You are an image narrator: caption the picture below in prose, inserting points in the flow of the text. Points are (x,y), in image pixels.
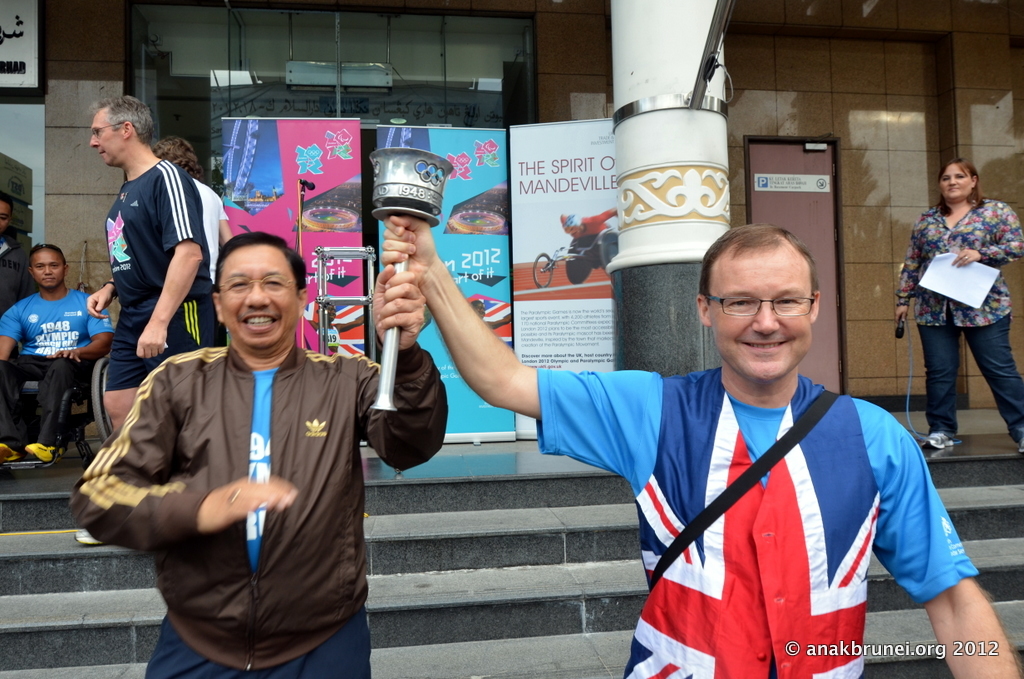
In this image there are two people (283,457) standing. They are holding a torch (398,202) in their hands (406,326). There are banners (556,286) on the floor (437,475). A person (54,347) is sitting on a wheelchair (74,383). Few people (176,342) are on the floor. Right side (981,247) there is a woman (903,307) holding a mike (903,331) with one hand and a paper (972,265) with the other hand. She is standing. Background (96,54) there is a wall (79,46) having a glass door (417,95). Left top there is a board (37,34) attached to the wall (571,104). Middle of the image (654,304) there is a pillar (704,354) on the floor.
